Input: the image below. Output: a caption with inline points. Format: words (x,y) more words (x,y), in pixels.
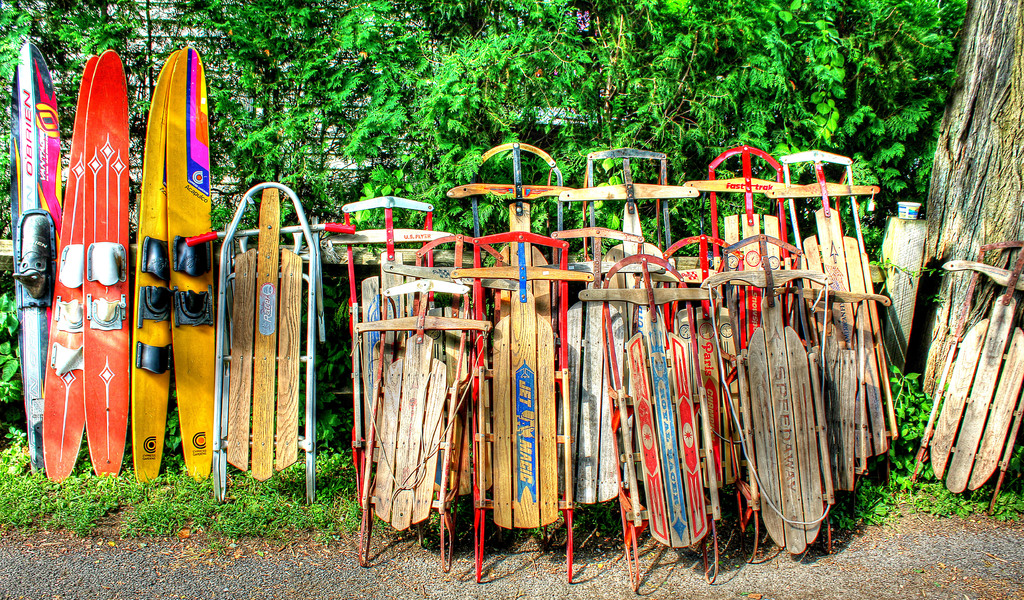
In this picture, it seems like sleds (530,291) and water skis (183,295) in the foreground area (321,259) and greenery (321,151) in the background (326,133).
